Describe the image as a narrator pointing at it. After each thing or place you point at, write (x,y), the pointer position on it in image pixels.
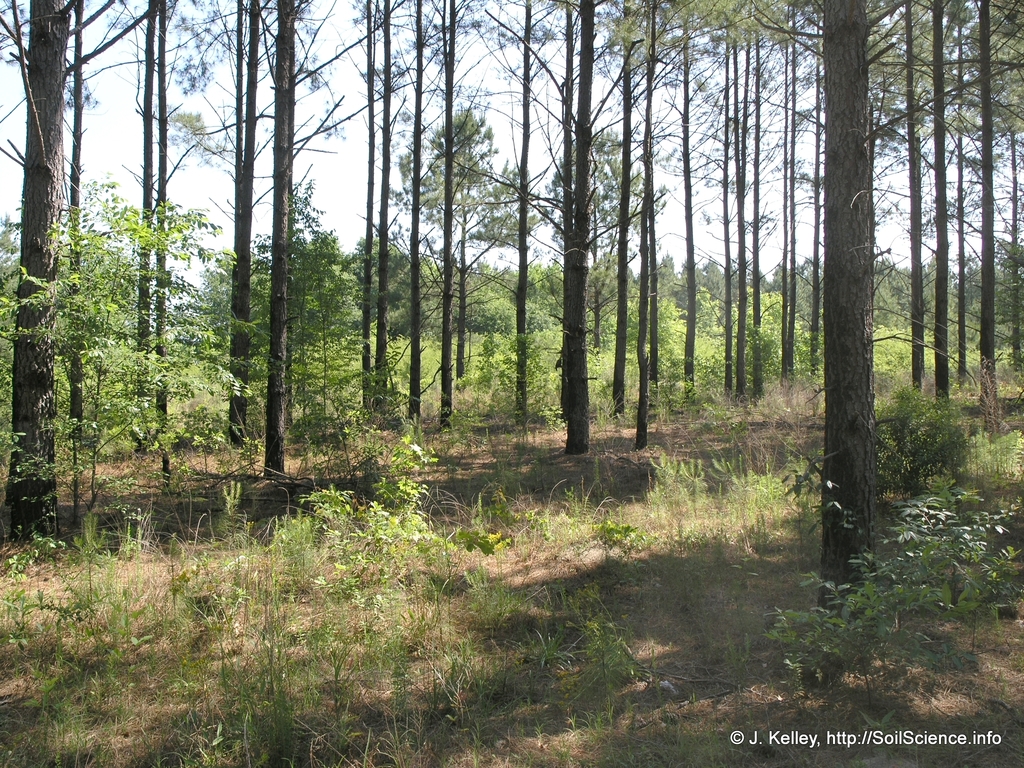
In this image I can see trees (462,140) and green grass (387,601). The sky (355,178) is in white color.
